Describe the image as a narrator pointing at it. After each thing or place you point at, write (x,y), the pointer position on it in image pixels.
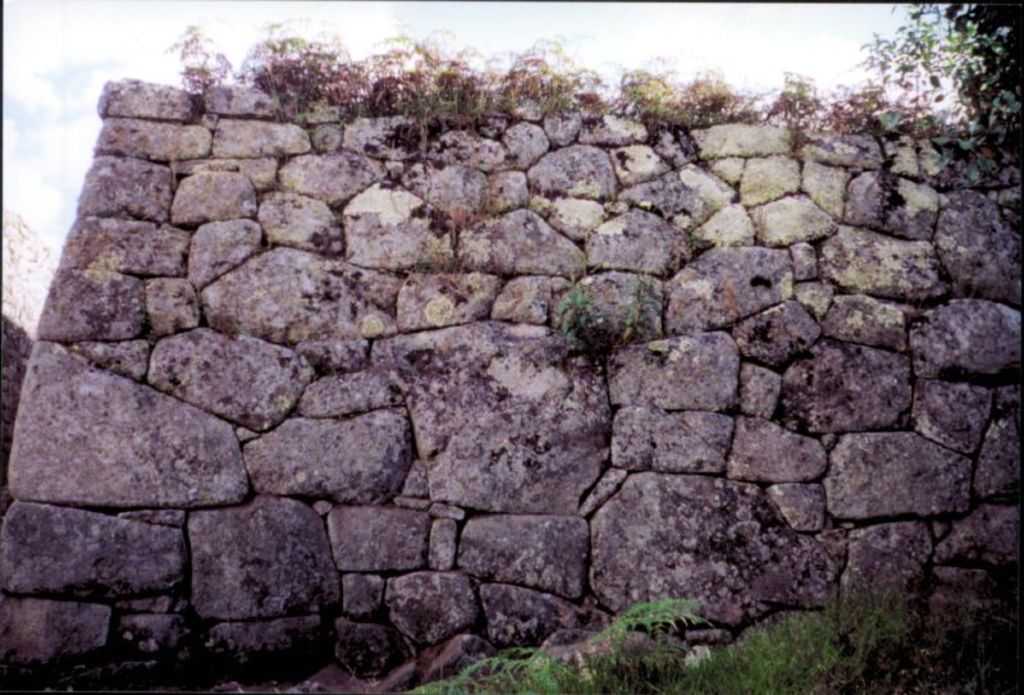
This is a wall (203,472), which is built with the rocks (542,374). I can see the plants (612,675). This looks like a tree (986,78).
